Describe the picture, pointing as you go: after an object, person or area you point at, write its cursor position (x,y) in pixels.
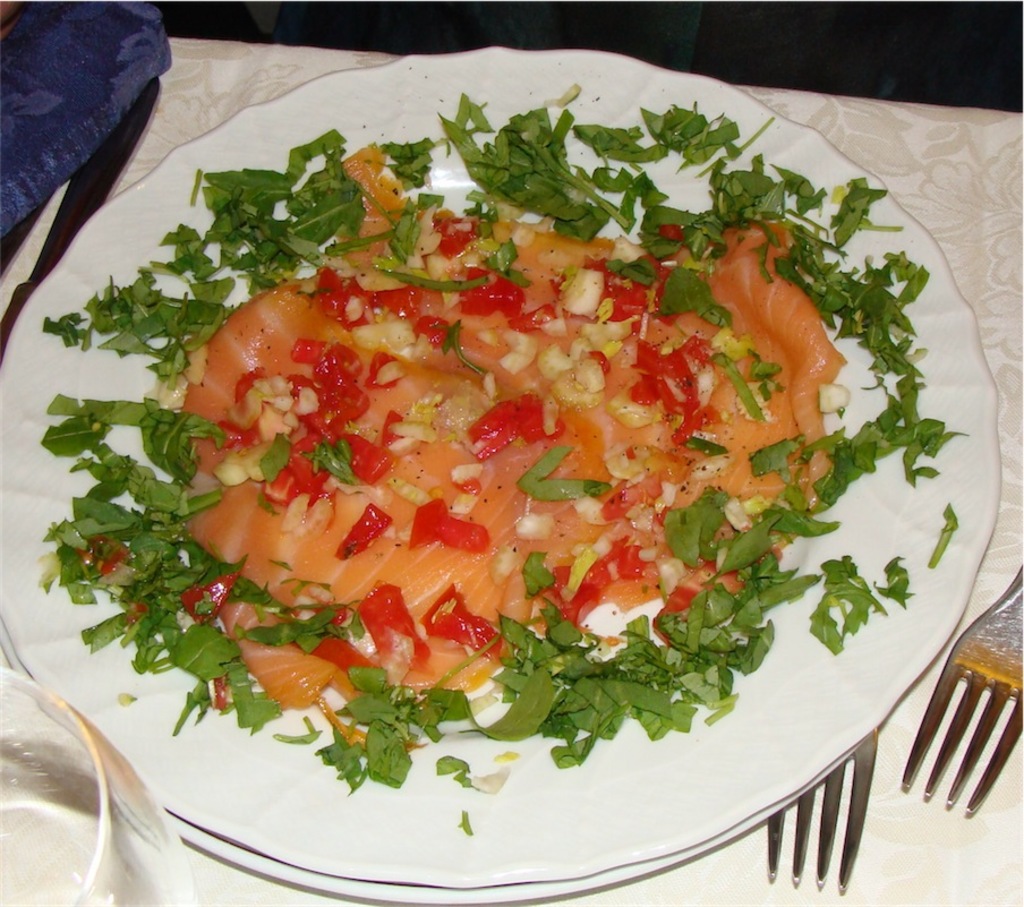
In the picture I can see an edible (610,647) placed in a white plate (222,786) and there is a glass (132,802) in the left corner (96,808) and there are two forks (941,756) in the right corner (1007,738).
